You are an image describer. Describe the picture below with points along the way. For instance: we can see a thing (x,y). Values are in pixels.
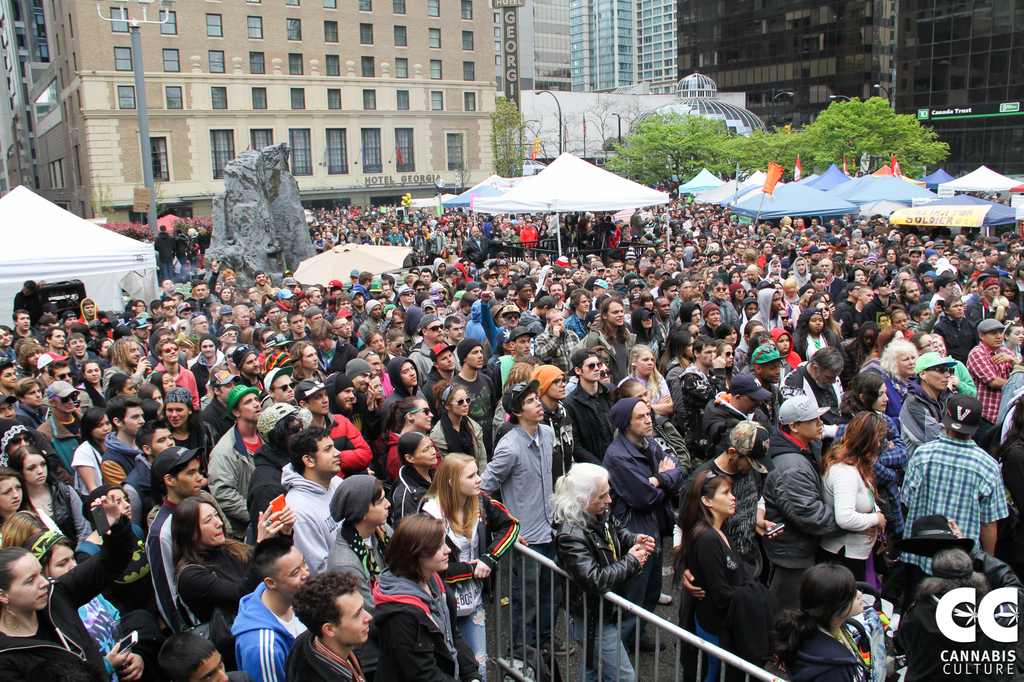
Here we can see crowd (571,550), umbrellas (827,195), flags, trees (770,151), poles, boards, and a fence (602,615). In the background (526,114) there are buildings (681,35).
